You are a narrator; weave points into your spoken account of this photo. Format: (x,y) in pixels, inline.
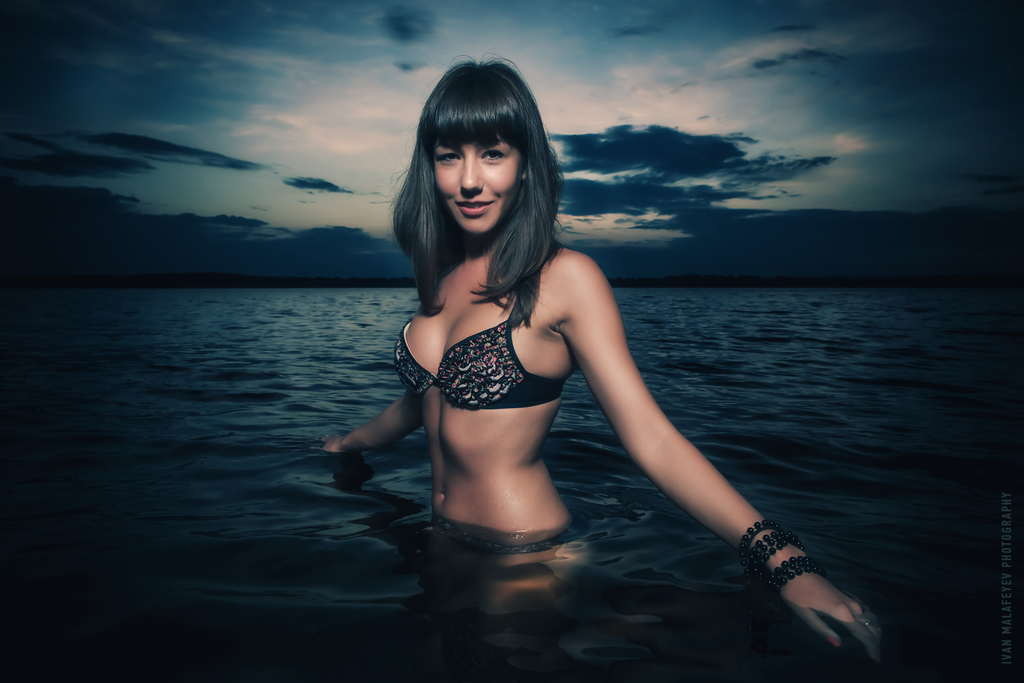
In this picture we can see a woman (501,405) is standing in the water (510,559). Behind the woman (466,278), there is the sky (694,60). On the image there is a watermark (1006,568).
